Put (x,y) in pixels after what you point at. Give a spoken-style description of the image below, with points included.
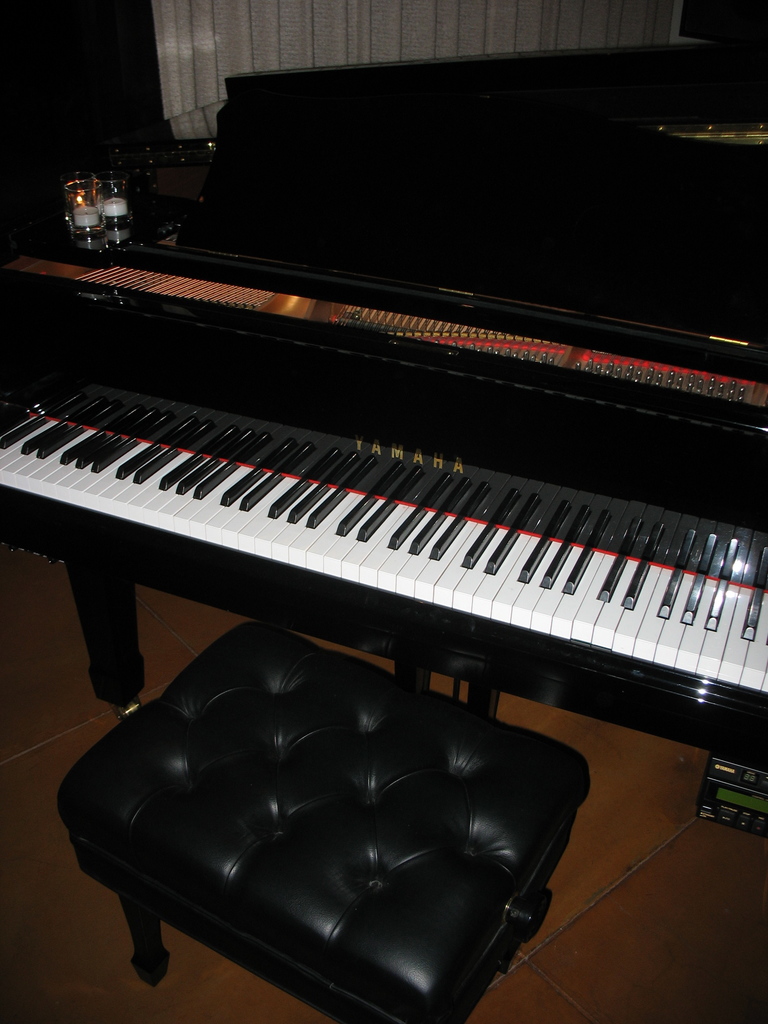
As we can see in the image there is a glass (83,200) and musical keyboard (394,518).
